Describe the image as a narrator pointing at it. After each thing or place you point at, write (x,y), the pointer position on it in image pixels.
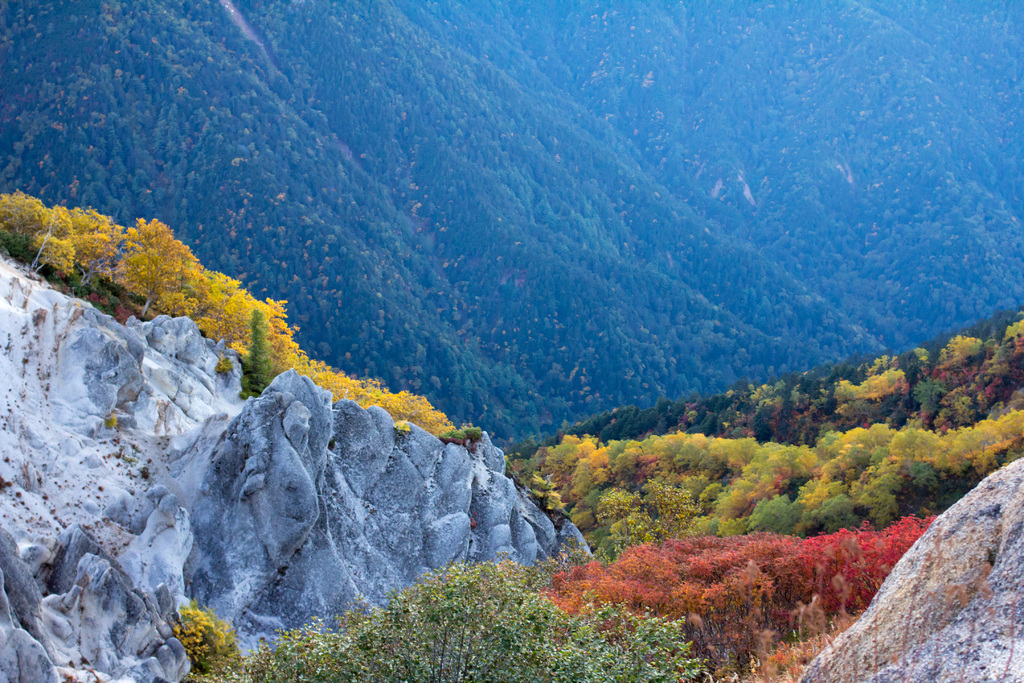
It is a beautiful scenery, there are huge rocks (293,502) and around those rocks (154,540) there are beautiful trees (700,431) and in the background (221,193) there is a mountain (607,41).
